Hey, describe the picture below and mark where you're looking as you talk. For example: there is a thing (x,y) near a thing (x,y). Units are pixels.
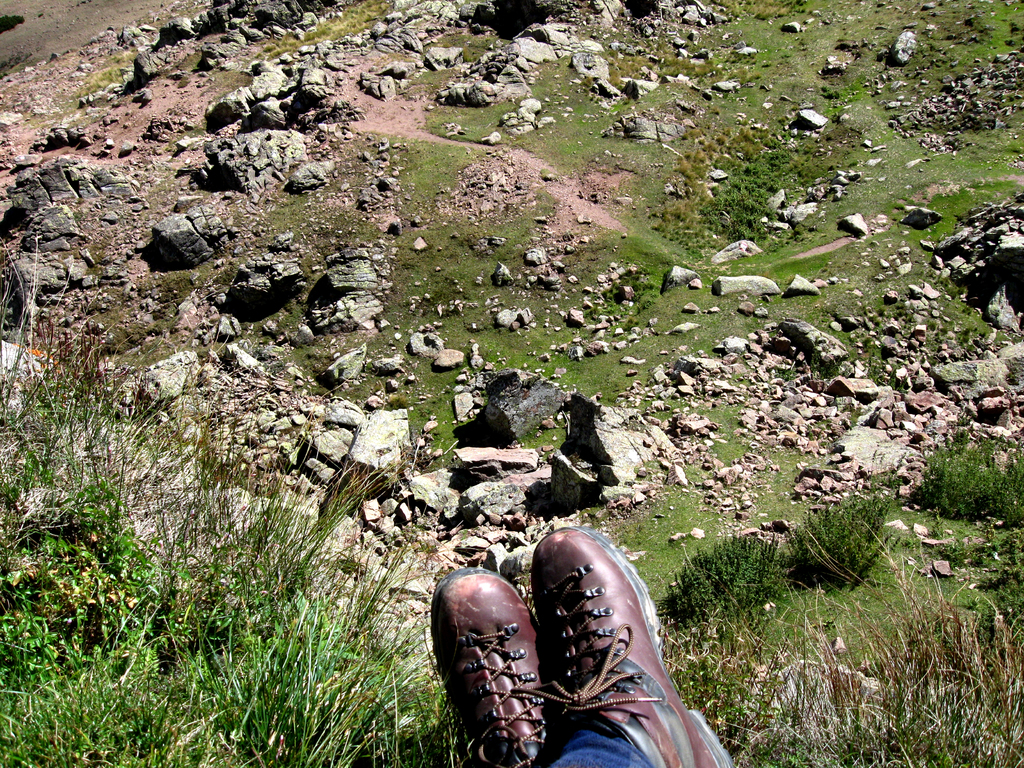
In this image we can see shoes (595,716) of a person (533,683) at the bottom (647,736). There are plants (327,611). Also there are rocks (543,44) on the ground (644,242).
